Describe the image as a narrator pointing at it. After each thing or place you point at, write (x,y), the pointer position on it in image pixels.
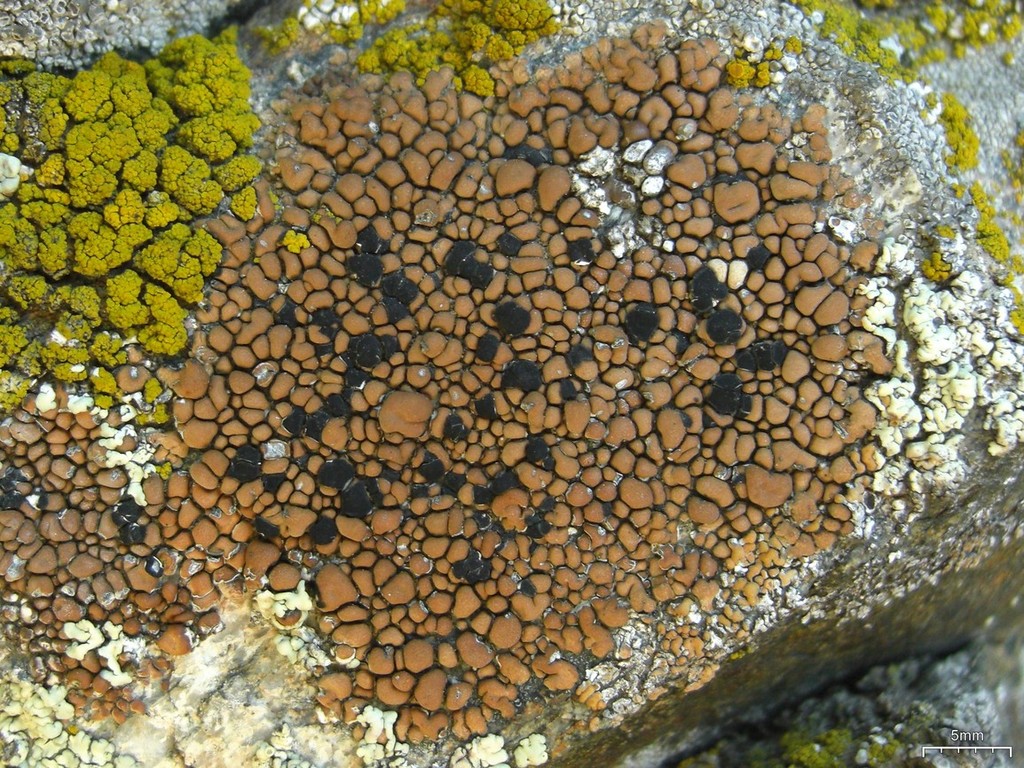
In this image we can see some lichen (836,391) in brown color.
